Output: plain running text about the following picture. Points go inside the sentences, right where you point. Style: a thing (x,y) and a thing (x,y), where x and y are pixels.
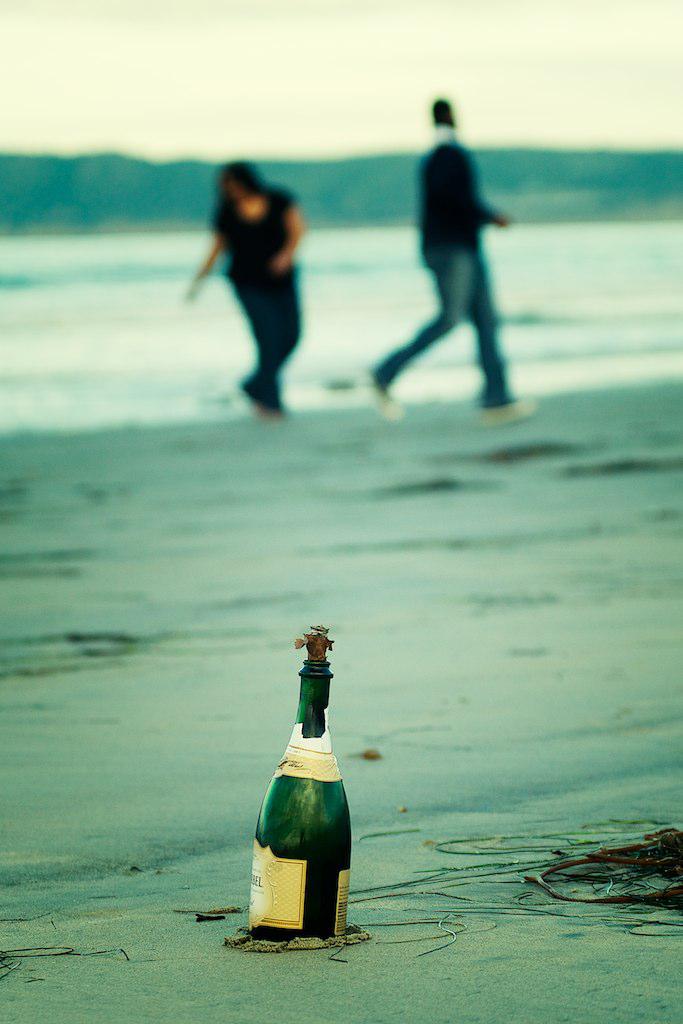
This is a beach (358,756). On the surface of beach (370,774) there is a bottle (319,818). In the background (282,277) there are 2 persons (275,250) running. This is water (122,253) and this is sky (320,52).
